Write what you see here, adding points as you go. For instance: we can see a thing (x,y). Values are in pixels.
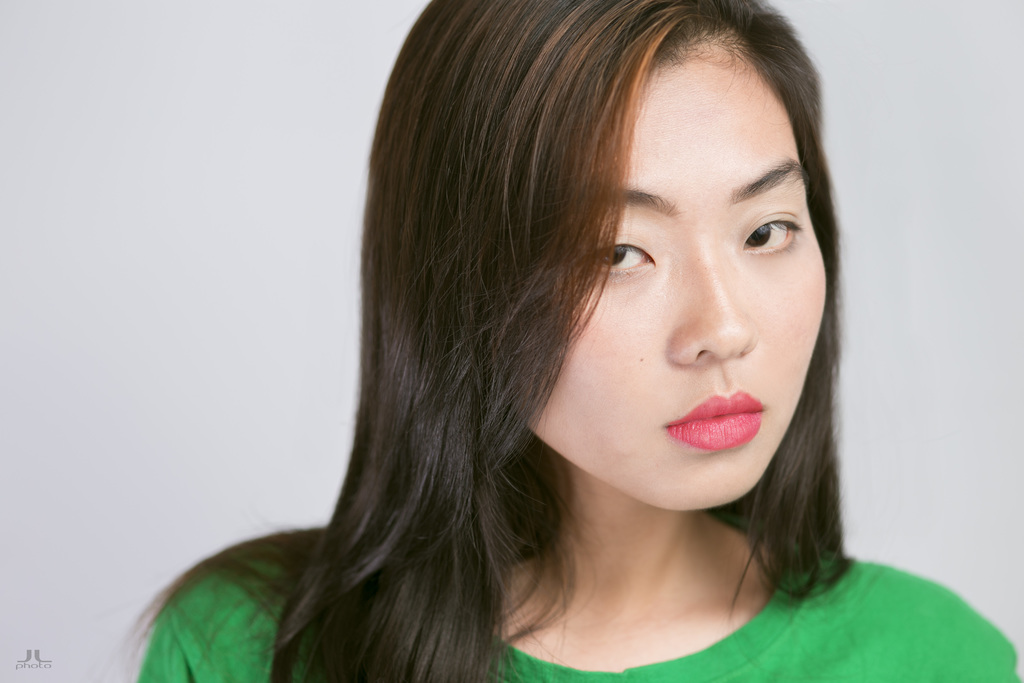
Here I can see a woman (643,569) wearing a green color dress (806,627) and looking at the picture. The background (134,482) is in white color.
